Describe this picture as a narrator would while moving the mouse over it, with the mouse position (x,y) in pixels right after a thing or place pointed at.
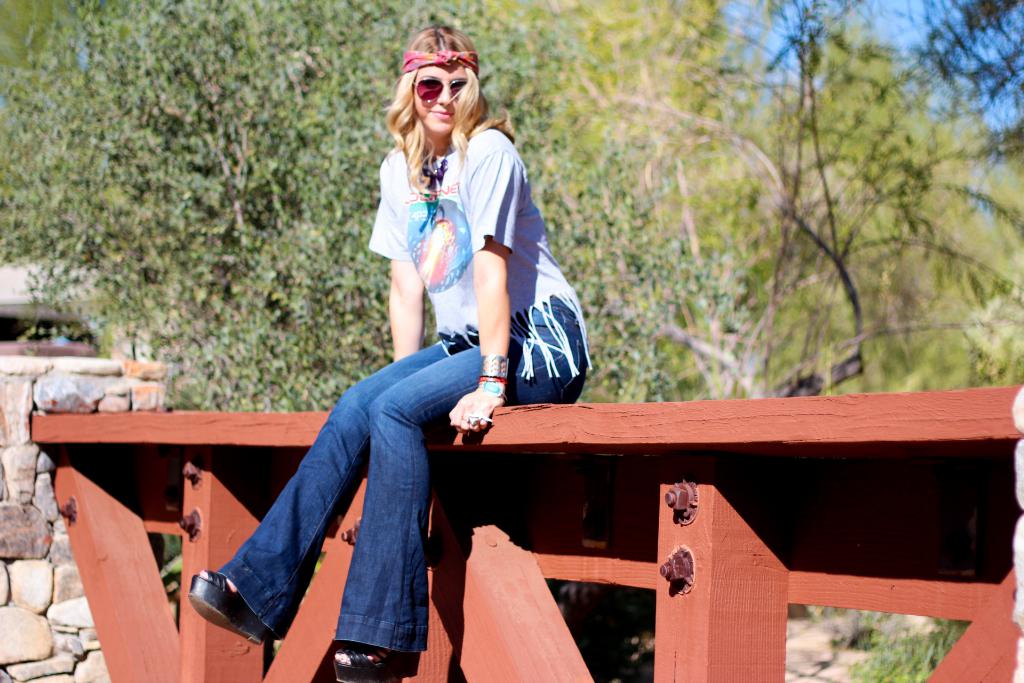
In this picture I can see a woman (503,396) in the middle (370,422), at the bottom (656,465) there are wooden planks (553,522), nuts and bolts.
